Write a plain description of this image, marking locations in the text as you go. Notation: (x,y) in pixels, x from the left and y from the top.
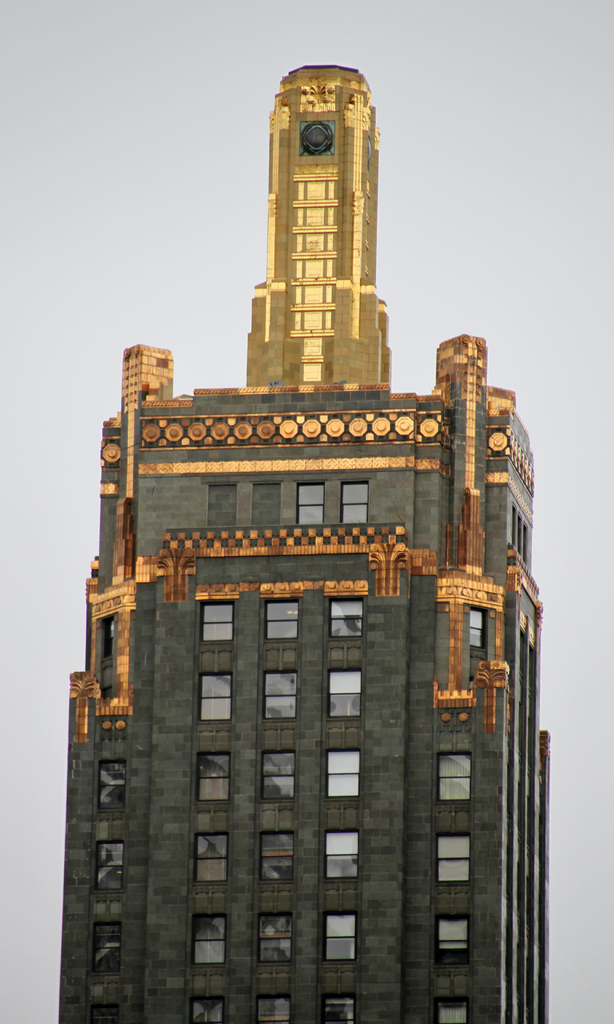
This is a building (289,729), which is named as carbide and carbon building (337,839). These are the windows (337,782). This looks like a tower (308,254), which is at the top of the building (311,309). The background (143,86) looks white in color.
